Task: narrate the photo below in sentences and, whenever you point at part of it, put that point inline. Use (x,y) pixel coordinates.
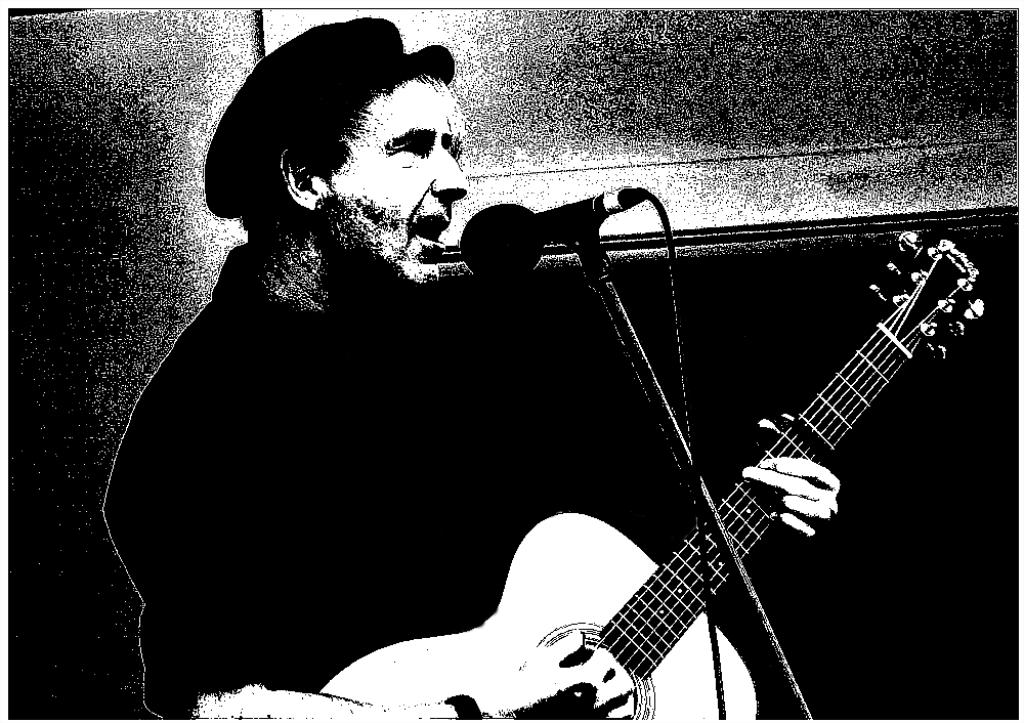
In this picture we can see man (422,183) wore cap (358,29) holding guitar (558,638) in his hand (766,426) and playing it and singing on mic (471,247) and in background (495,72) we can see wall (643,147).
